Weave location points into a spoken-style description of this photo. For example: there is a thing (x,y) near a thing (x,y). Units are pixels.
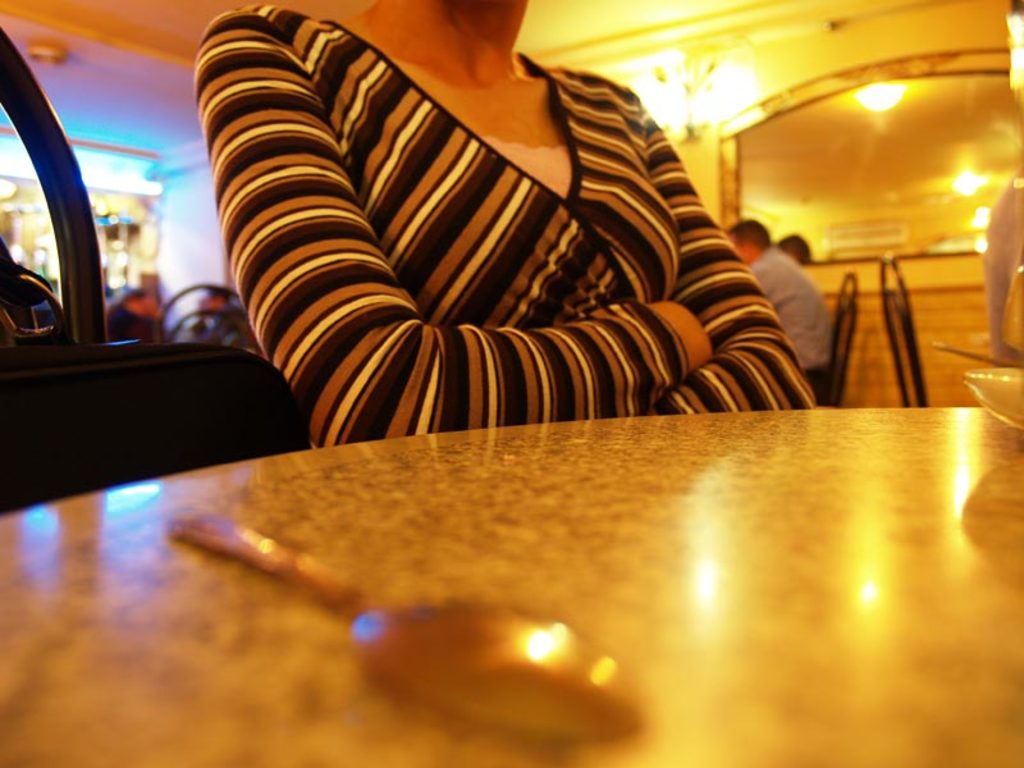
In this picture there is a lady (502,22) who is sitting at the center of the image (395,380), by folding her hands (565,338), there is a table (92,566) in front of her on which there is a spoon (464,699) and there is a mirror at the right side of the image (972,93), it seems to be a stage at the left side of the image (19,204), the other people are also sitting behind the lady (800,397).
